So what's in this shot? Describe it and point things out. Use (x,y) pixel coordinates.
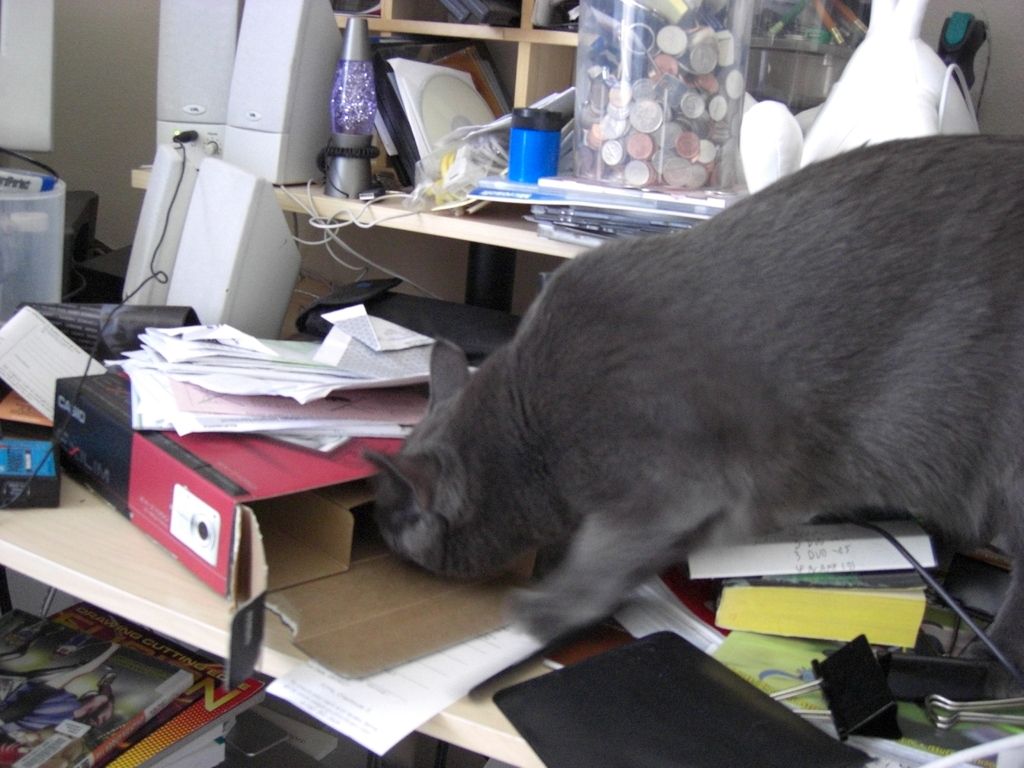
In the image we can see there is a gray cat (620,419) which is peeping in the cardboard box (344,541) which is on the table (479,689) and on table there are papers (239,393), speakers (234,295) and also there are coins (633,109), cd (447,137), file (608,725), paper clips (791,691), books (33,678), wires (984,638) and bottle (552,120).
